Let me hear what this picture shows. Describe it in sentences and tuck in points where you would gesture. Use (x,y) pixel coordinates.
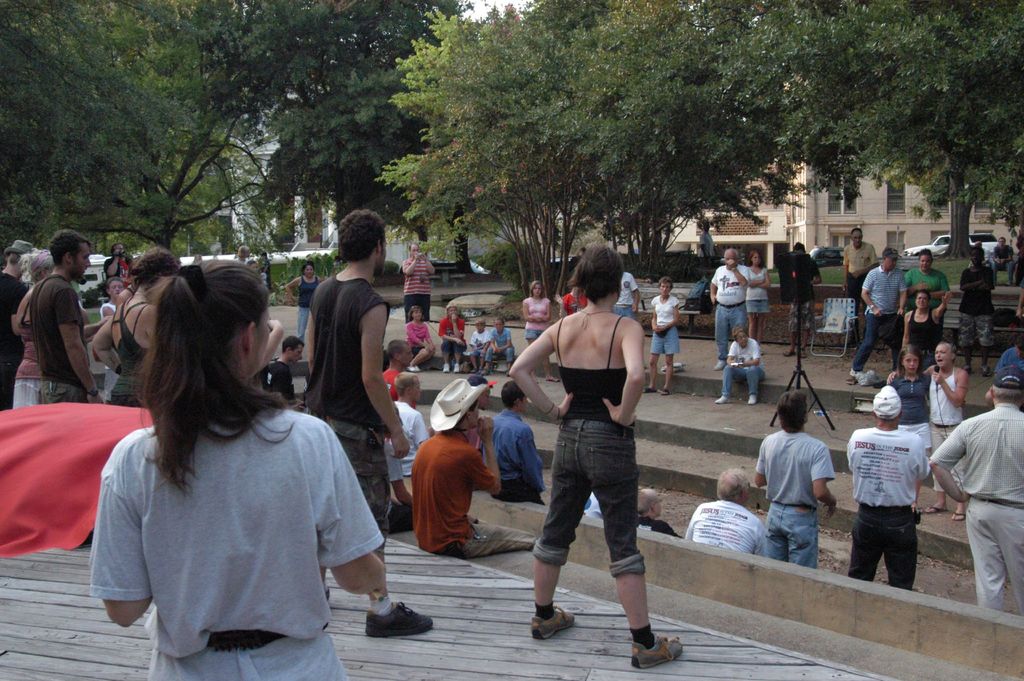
In this image there are a few people (606,358) standing and some other people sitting on the concrete fences (543,442), besides them there are some objects (21,459), chairs (836,320), stands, behind them there are trees (498,166) and buildings (771,167) and there are cars (913,249).
